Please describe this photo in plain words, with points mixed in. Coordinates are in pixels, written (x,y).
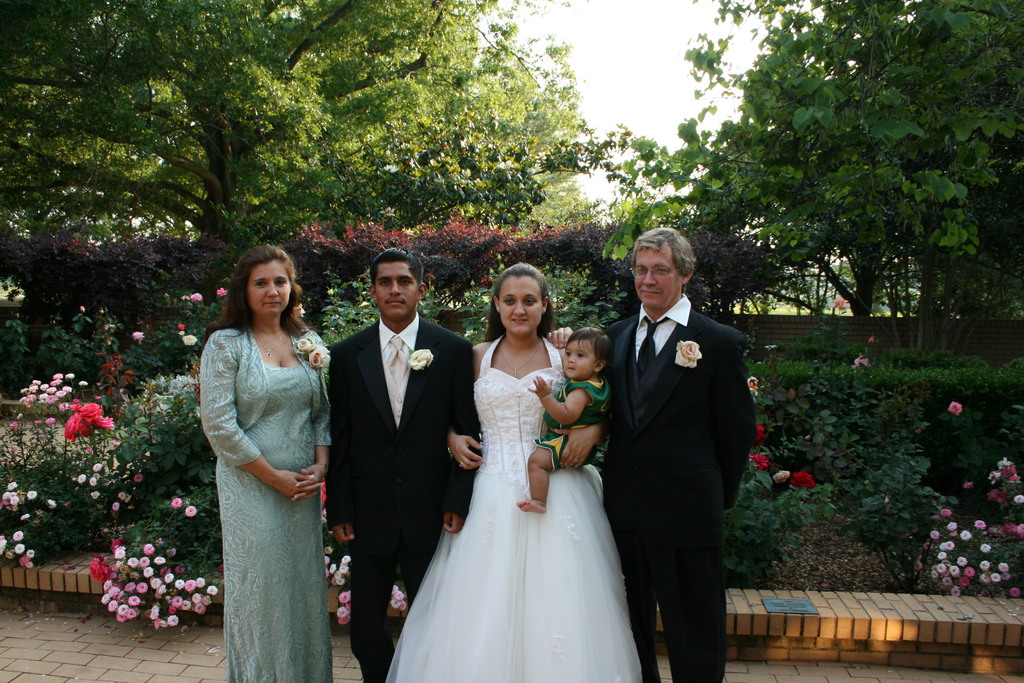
This picture is clicked outside. In the foreground (447,410) we can see the two men (684,299) wearing suits (668,425) and standing. On the left (299,345) we can see a woman (291,413) wearing a dress (292,505) and standing on the ground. In the center (531,401) we can see another woman (507,355) wearing a white color dress (506,460), carrying a baby (579,371) and standing on the ground (106,647). In the background (133,599) we can see the flowers (106,599), plants (964,437), trees (842,243), fence (776,323), grass (779,309) and the sky (690,94) and some objects (949,625).
